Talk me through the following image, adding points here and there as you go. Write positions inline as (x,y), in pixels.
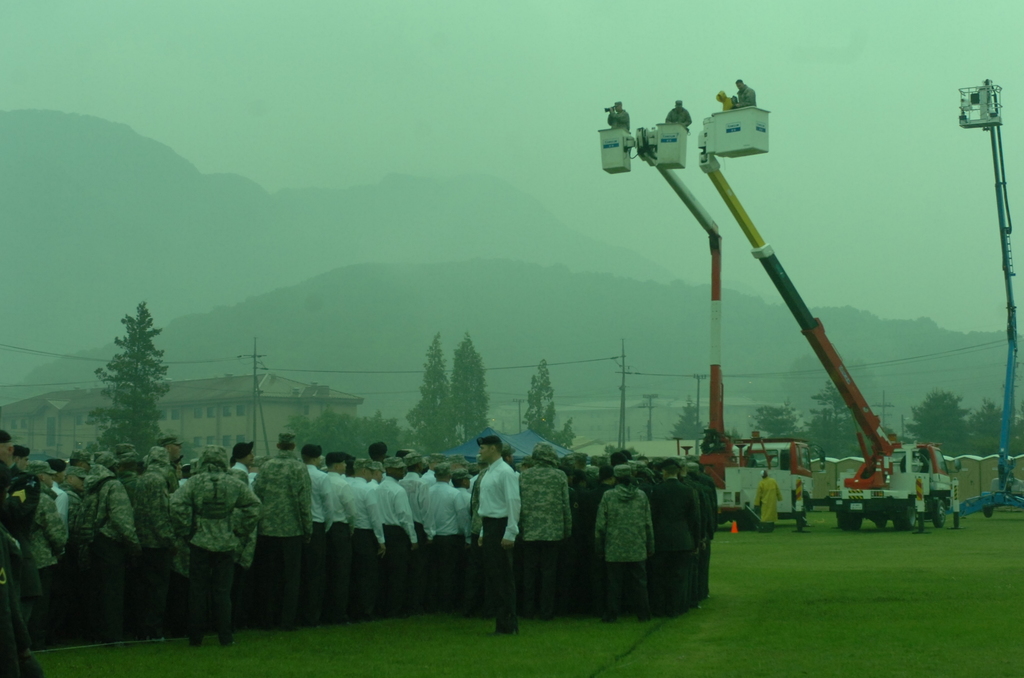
On the left side (278,467) a group of people (484,559) are standing, on the right side (794,446) there are two vehicles (862,471) that are lifting the people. At the top (435,84) it is the foggy sky (466,84).
